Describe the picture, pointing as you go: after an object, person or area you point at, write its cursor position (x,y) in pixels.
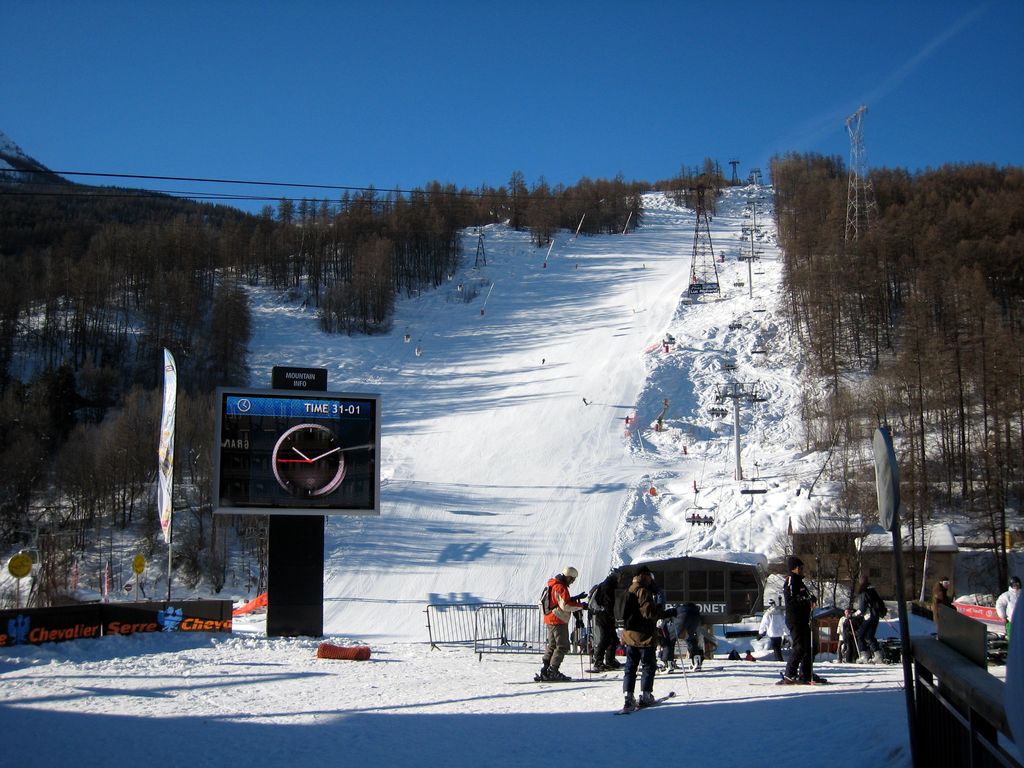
In this image there is a piste (622,269) which has trees (992,299) and poles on its sides and there are posters (206,611), boards (116,624), houses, railings (920,722), sign board (206,628) and a group of people (550,615) on the flat ground (719,707).
